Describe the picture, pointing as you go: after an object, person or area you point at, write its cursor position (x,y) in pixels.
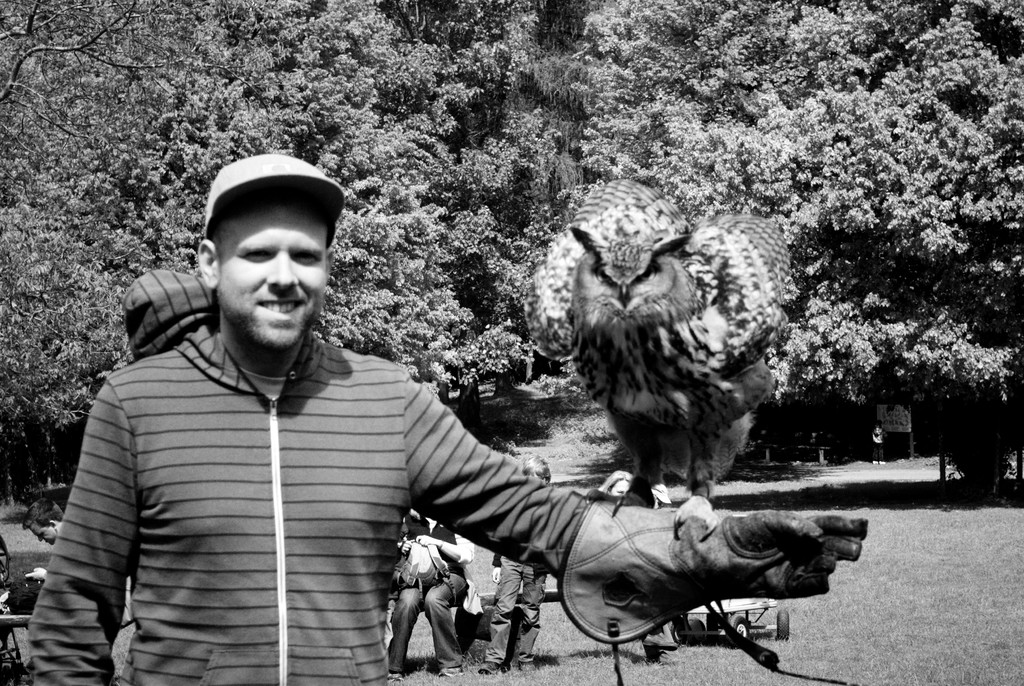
In this picture there is a man (319,539) who is standing in the left side of the image (271,270) and there is a bird (615,278) on his hand (675,582), there are people (462,559) those who are sitting on the left side of the image (37,545), there is grass land (740,508) at the bottom side of the image (824,621) and there are trees (605,113) in the background area of the image (623,95).
